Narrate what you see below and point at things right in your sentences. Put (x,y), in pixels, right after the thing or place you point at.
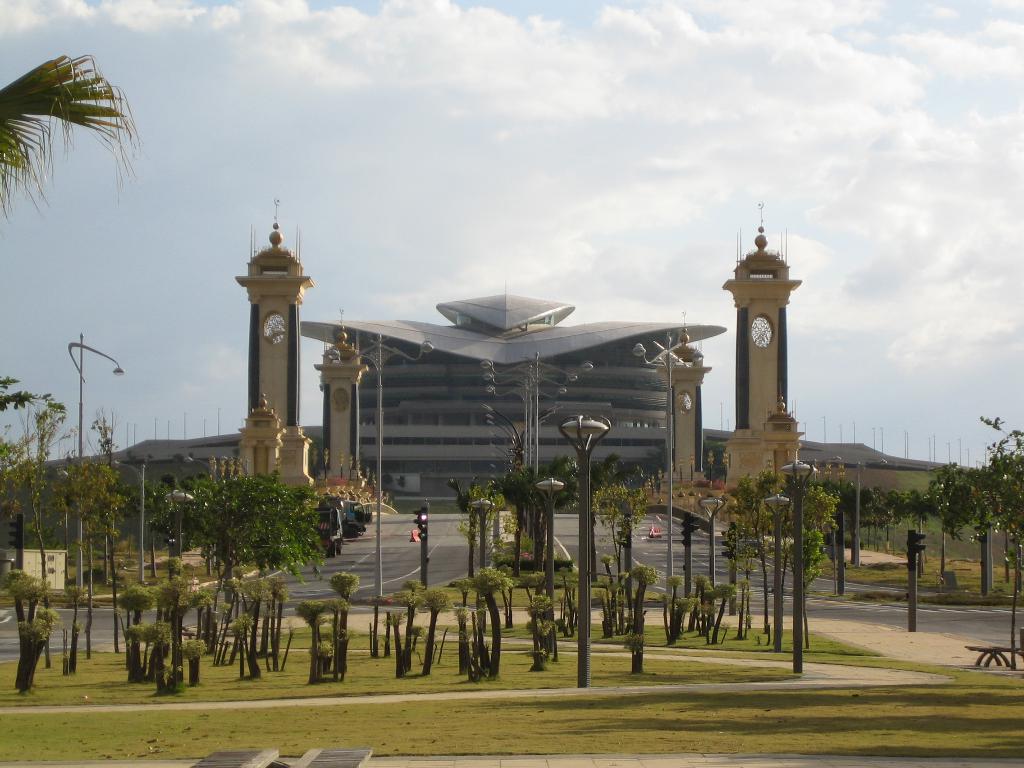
In this image there is a garden (493,715), in that garden (481,714) there are plants (474,650), light poles (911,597), in the background (617,552) there is a road (399,548), pillars (267,444), building (551,439), trees (620,515) and the sky (530,235).
